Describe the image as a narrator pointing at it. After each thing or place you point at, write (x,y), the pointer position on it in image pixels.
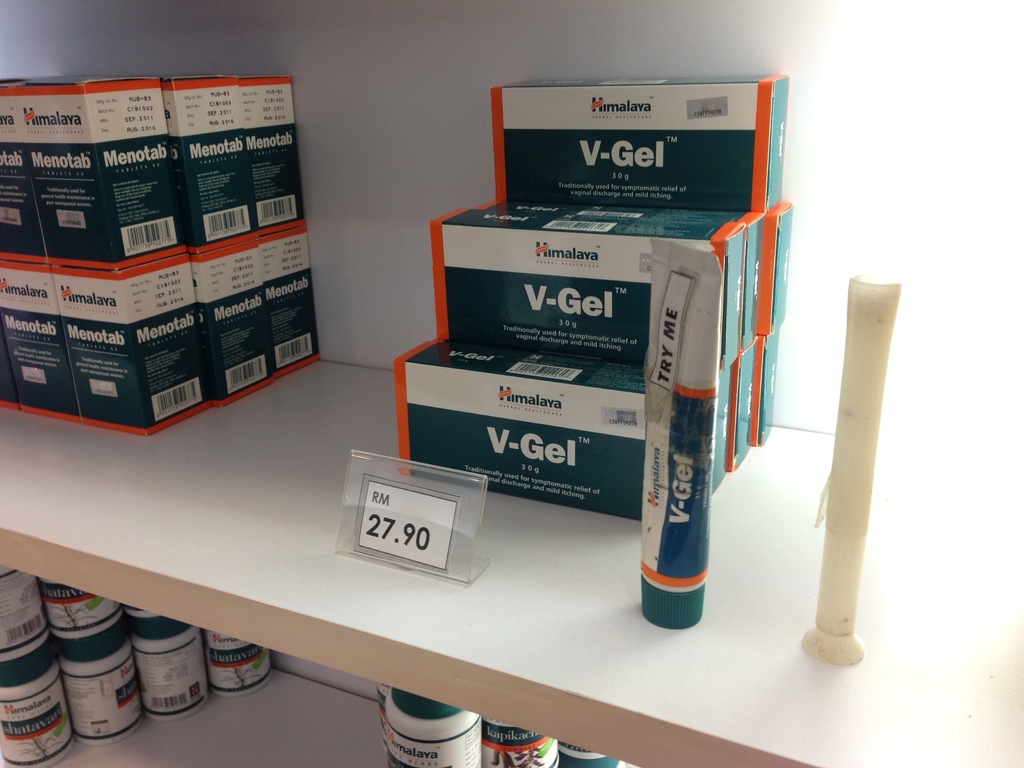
In the picture I can see bottles (125,716), boxes (148,348) and some other objects (389,507) in a shelf (348,568).
